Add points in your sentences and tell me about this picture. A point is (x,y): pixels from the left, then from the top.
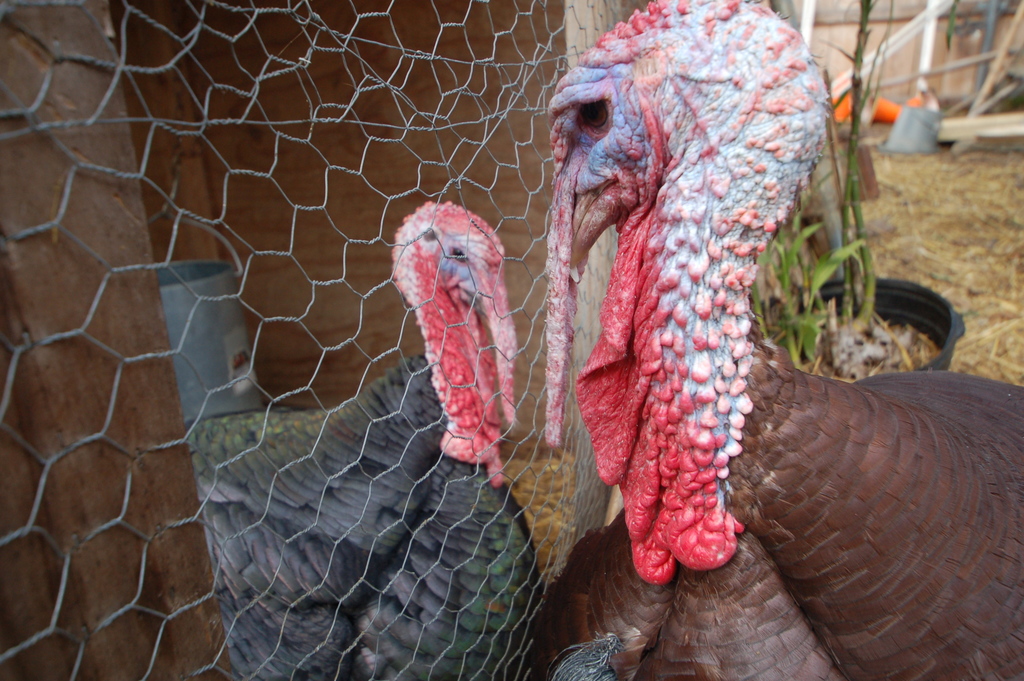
In this picture we can see the turkey birds (666,522). In between the birds (387,447) there is a fence (523,546) and wooden poles (133,240). Behind the birds (296,501) there is a plant (832,277) in the pot (946,360) and some blurred objects (991,127).
